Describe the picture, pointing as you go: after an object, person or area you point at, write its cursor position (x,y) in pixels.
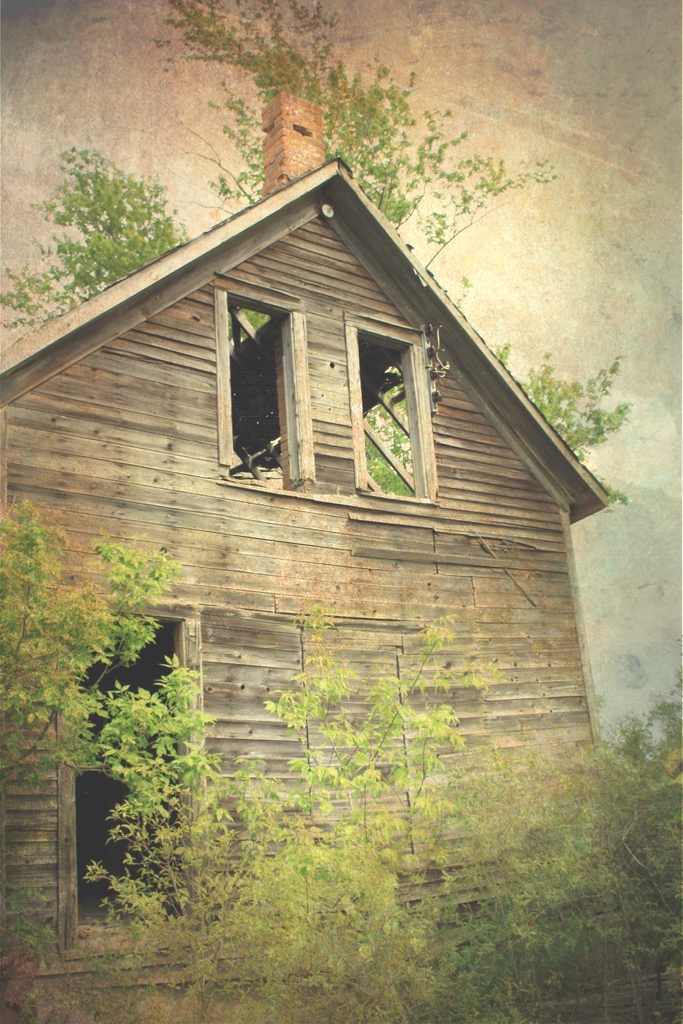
At the bottom of the picture (311,777), we see the trees (454,780). In the middle (361,548), we see a wooden hut (245,442). There are trees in the background (50,269). At the top (516,204), we see the sky (534,311).
